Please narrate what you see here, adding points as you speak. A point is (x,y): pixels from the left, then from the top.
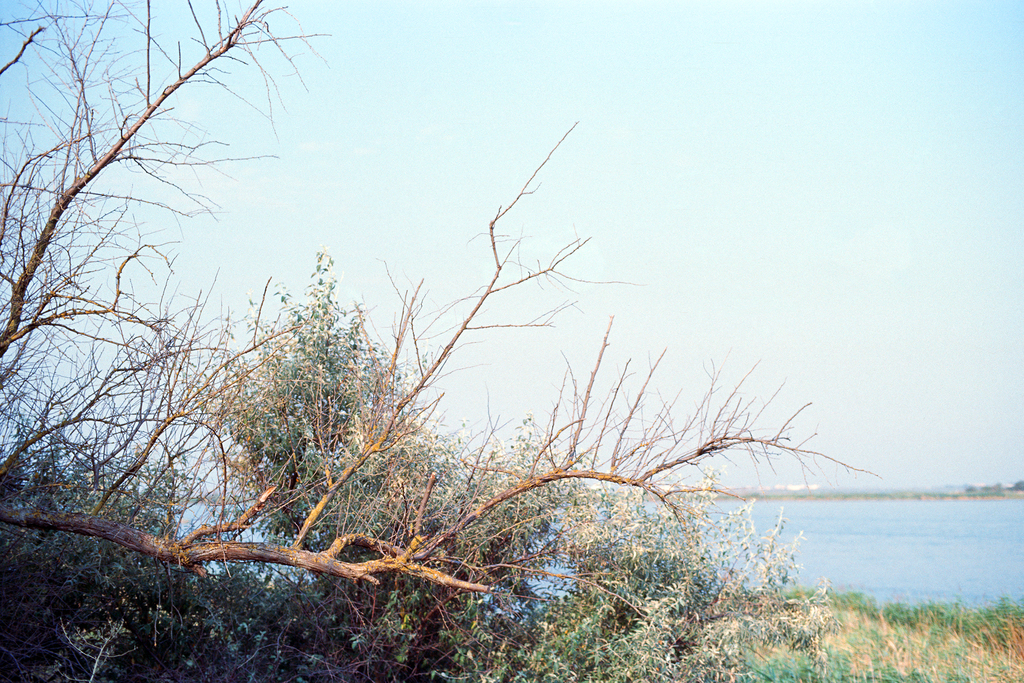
In this image I can see branches (381,563), trees (316,465), grass (961,633), water (866,515) and sky (704,208).
